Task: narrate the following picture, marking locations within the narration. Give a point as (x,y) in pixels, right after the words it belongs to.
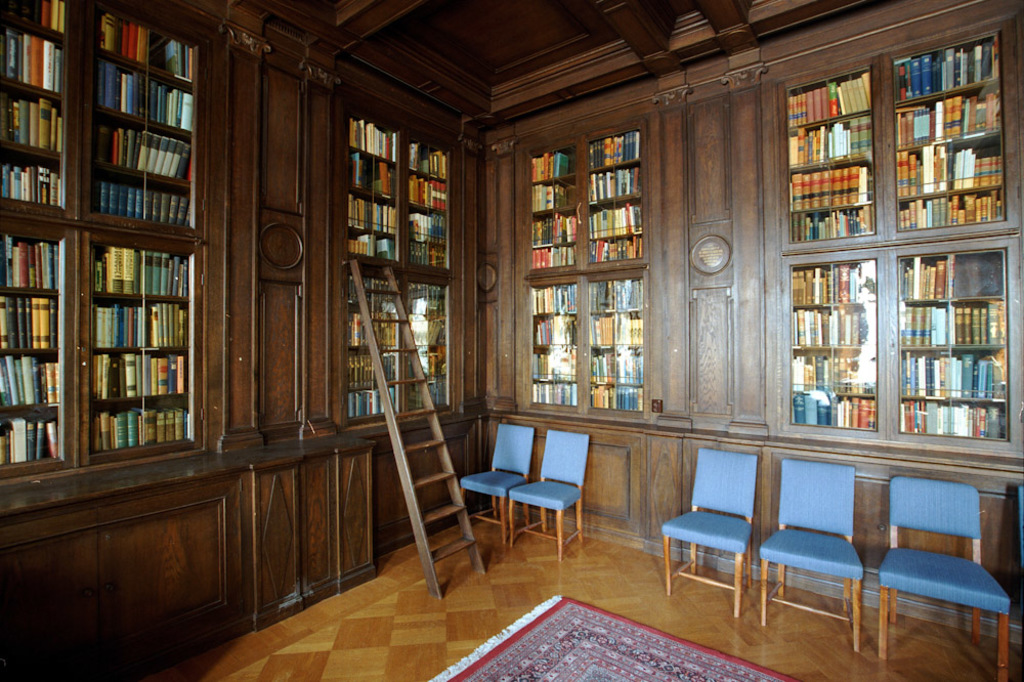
In this image, we can see some cupboards (914,242) with shelves (988,83) and some objects (904,160) are placed on it. We can also see some glass doors (385,214). There are a few chairs (527,531). We can see the ground (484,599) with an object (725,661). We can also see a ladder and the roof (543,108).
